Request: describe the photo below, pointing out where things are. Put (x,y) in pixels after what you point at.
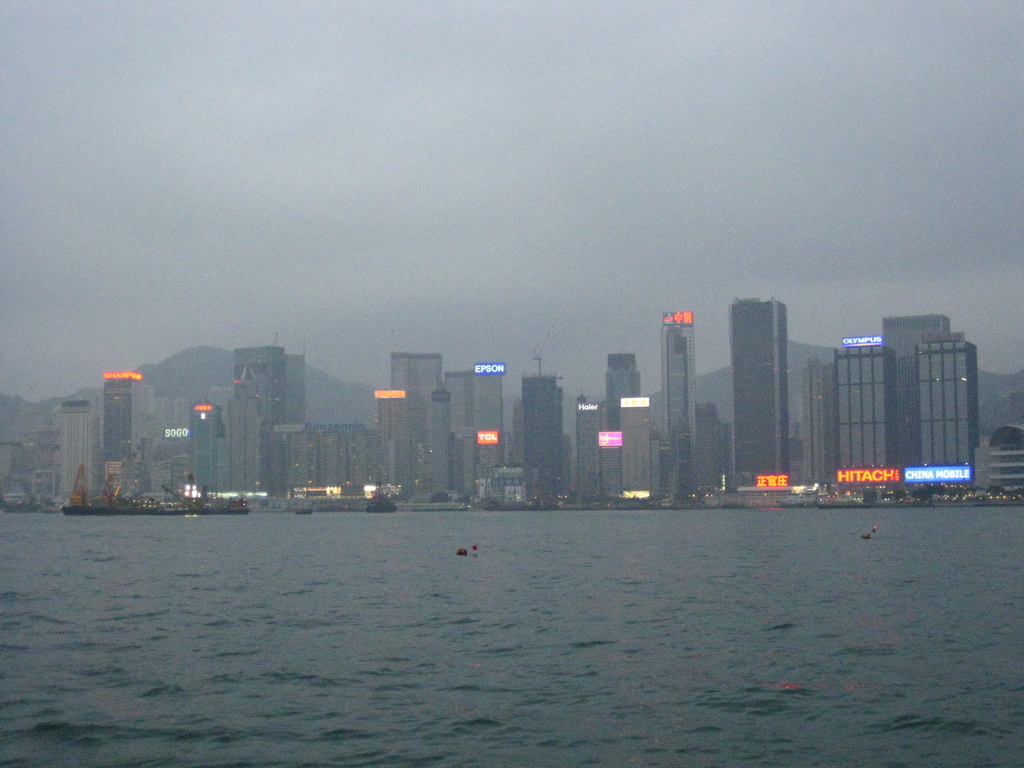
In this image there are buildings (624,435) and we can see boards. At the bottom (391,626) there is water (305,603) and we can see boats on the water (481,638). In the background (554,198) there is sky (556,124) and we can see hills (199,361).
